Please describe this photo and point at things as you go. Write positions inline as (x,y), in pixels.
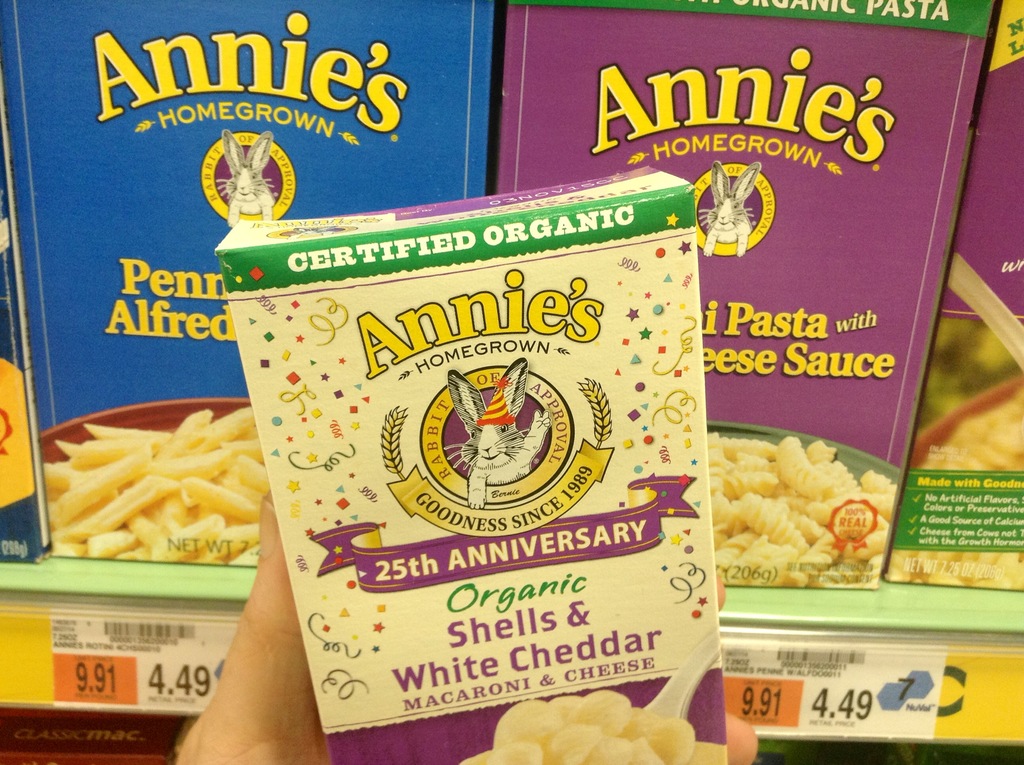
In this image I can see few cardboard boxes (597,544) and they are in multi color and I can see something is written on the boxes (626,472).
